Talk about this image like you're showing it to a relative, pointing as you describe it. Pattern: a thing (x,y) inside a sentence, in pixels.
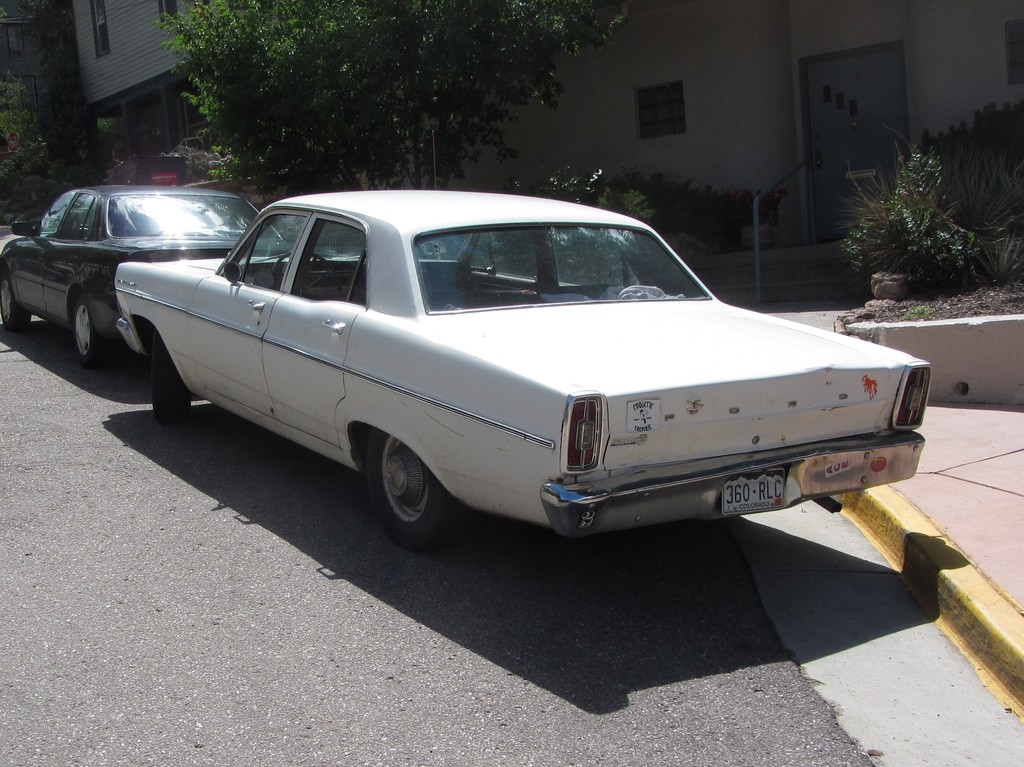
In this picture we can see few cars (246,415) on the road (275,464), in the background (876,227) we can see few plants (886,216), trees (472,84), buildings (612,112) and metal rods (754,205).
